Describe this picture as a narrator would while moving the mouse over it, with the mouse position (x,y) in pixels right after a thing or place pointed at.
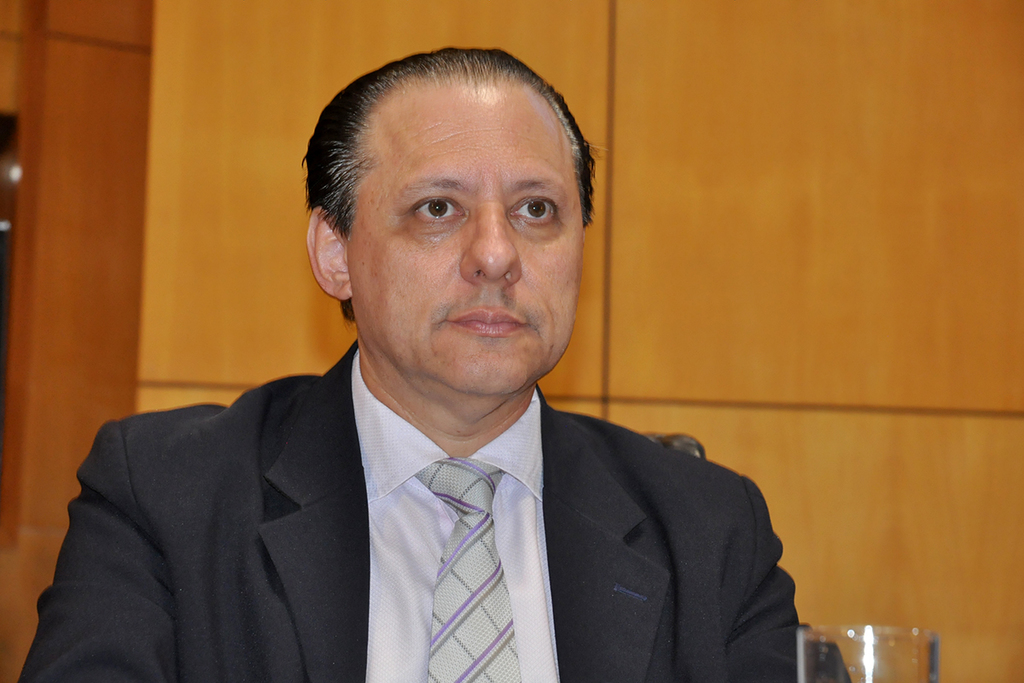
In the picture there is a man (678,674), he is wearing a blazer (125,482), shirt (408,564) and a tie (463,551) and there is a glass (872,653) in front of the man (461,602), there is a wooden wall (128,117) behind the man (402,553).
